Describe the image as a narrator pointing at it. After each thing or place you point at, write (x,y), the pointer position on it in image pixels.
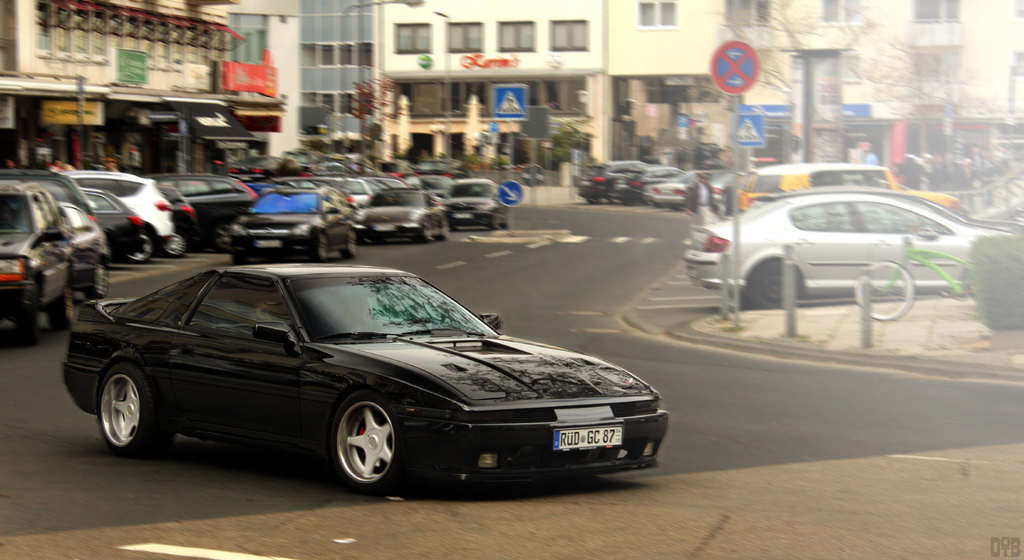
In this image there is a road (674,482) and we can see vehicles (335,238) on the road (531,319). In the background (263,86) there are buildings (631,65) and we can see people (878,163). There are boards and we can see trees (828,46). On the right (990,273) there is a bush (994,286).
